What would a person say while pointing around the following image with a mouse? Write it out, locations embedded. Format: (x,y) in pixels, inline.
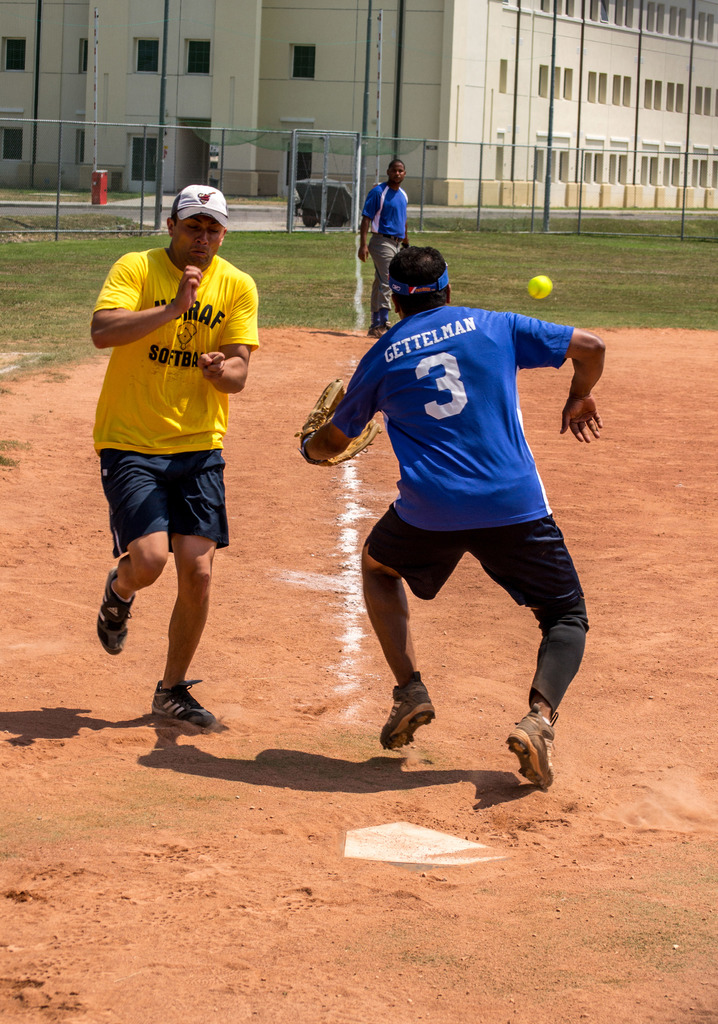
On the left side (176,349) a man (185,344) is running. He wore a yellow color t-shirt (194,335), on the right side (486,412) this person (471,440) is running, he wore blue color t-shirt (455,391). This is the building (359,74).
